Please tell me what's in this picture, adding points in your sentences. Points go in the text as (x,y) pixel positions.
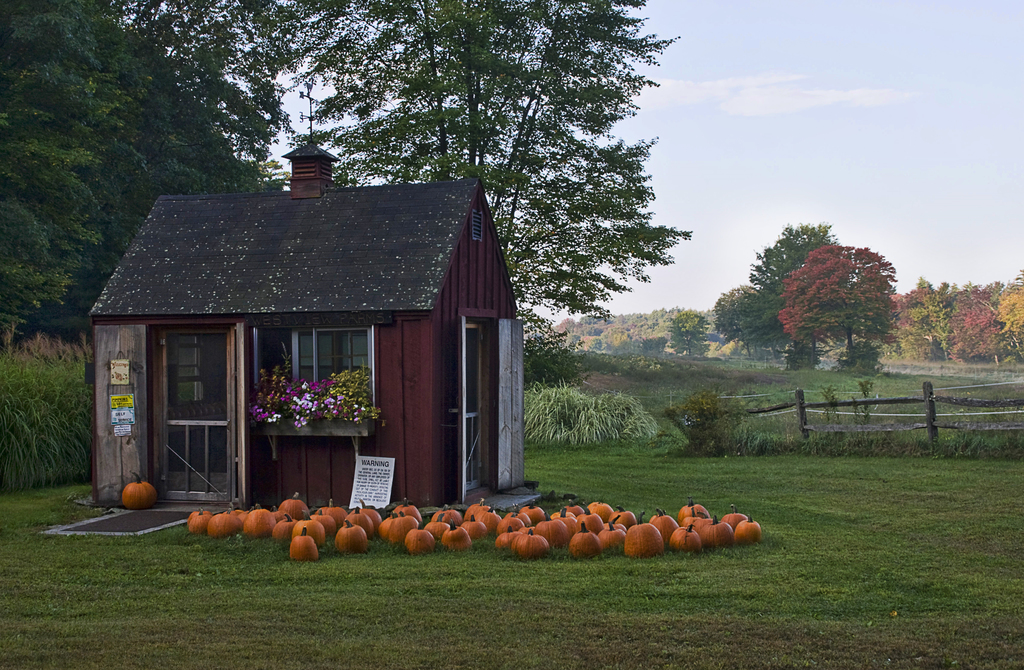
In this image we can see a wooden house (345,325), few flowers (313,393) in the window (348,361), there is a poster (389,474) and few pumpkins (393,515) on the ground (456,583) in front of the house (147,380), there are few trees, plants (588,408), a wooden fence (809,408) and the sky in the background (814,95).
